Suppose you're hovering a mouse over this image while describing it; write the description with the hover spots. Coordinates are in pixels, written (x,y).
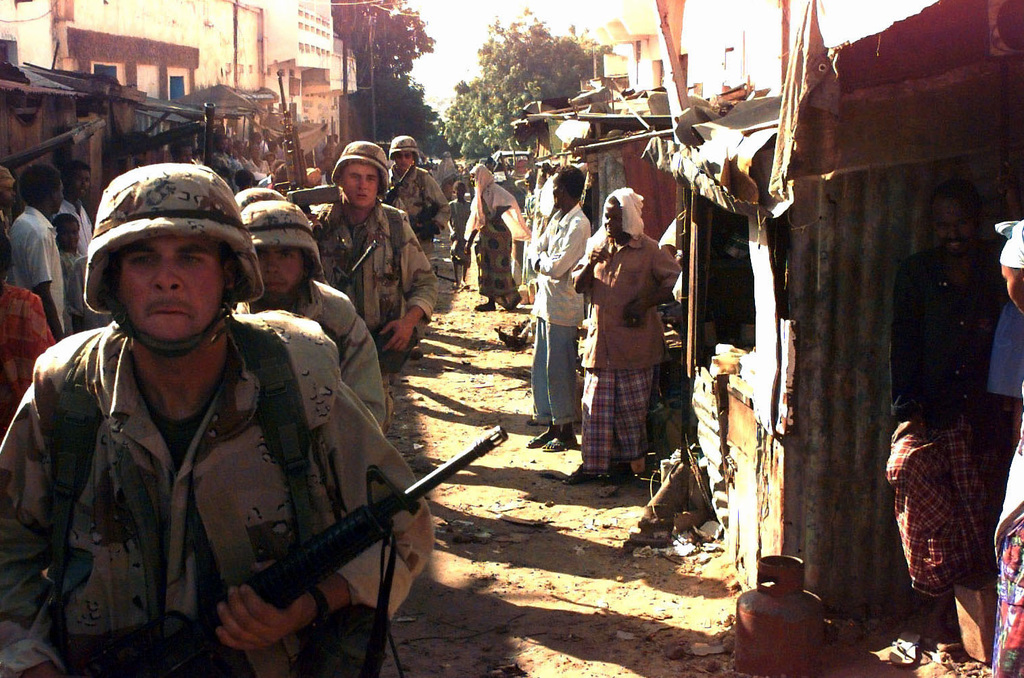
In the center of the image (366,313) we can see a few people (314,318) are standing and they are in different costumes (336,370). And we can see they are holding some objects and they are wearing helmets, backpacks (269,347) and a few other objects (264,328). In the background (511,72), we can see the sky (547,23), buildings (635,52), trees (587,46), poles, sheds (603,101), one cylinder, few people (637,322) are standing, few people (550,237) are holding some objects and a few other objects (711,466).
